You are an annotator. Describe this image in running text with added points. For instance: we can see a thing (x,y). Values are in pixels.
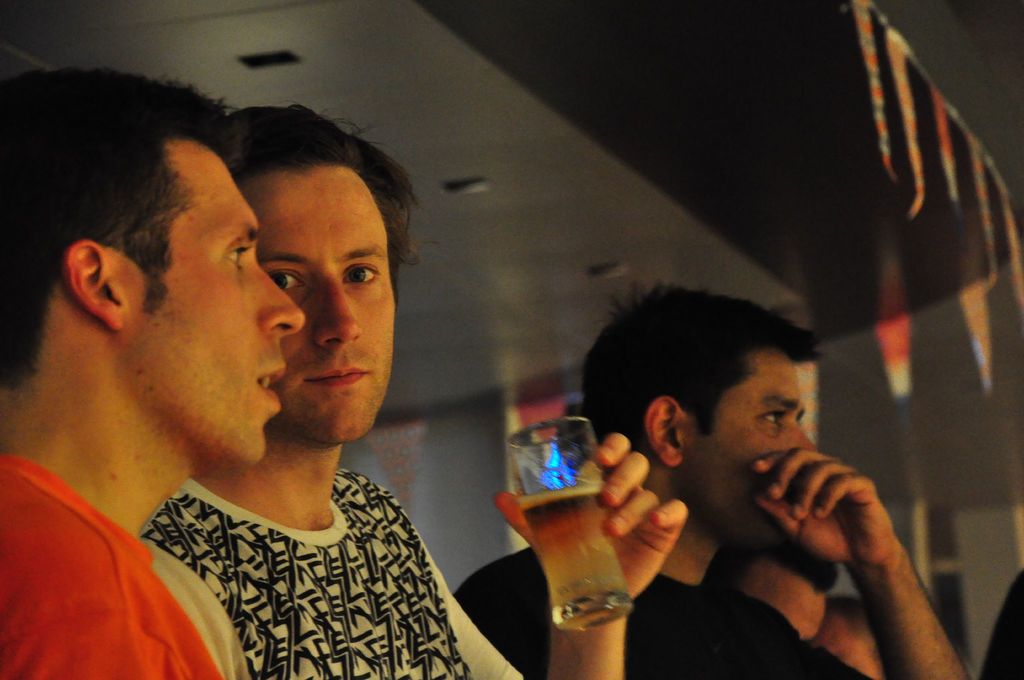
In this image I can see few persons (779,595). There is a man (450,609) holding a glass (553,540) with some liquid (565,553) in it. There are decorative flags (896,323) and also there is a rooftop (661,154).
